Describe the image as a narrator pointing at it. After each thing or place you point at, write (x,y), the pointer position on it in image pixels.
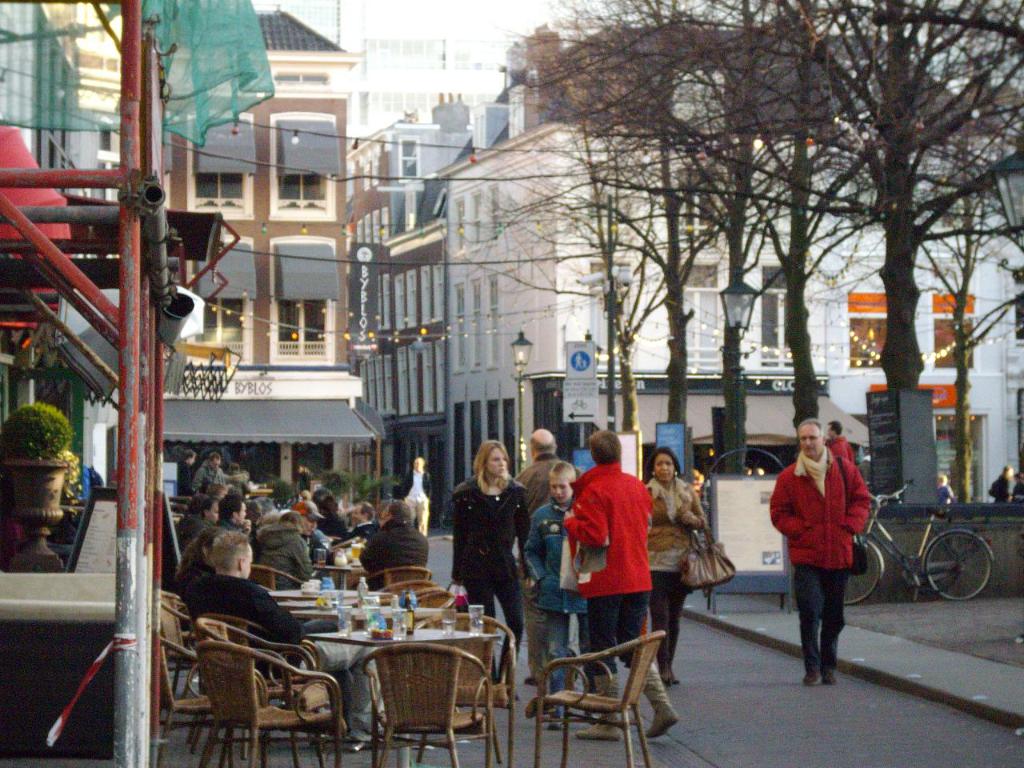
In this picture we can see a group of people (633,598) standing and on the left (328,523) we can see some people (350,649) sitting they have a table (301,604) in front of them in the background (538,249) there are some buildings (485,226) and trees (688,215) to the right (739,185).
